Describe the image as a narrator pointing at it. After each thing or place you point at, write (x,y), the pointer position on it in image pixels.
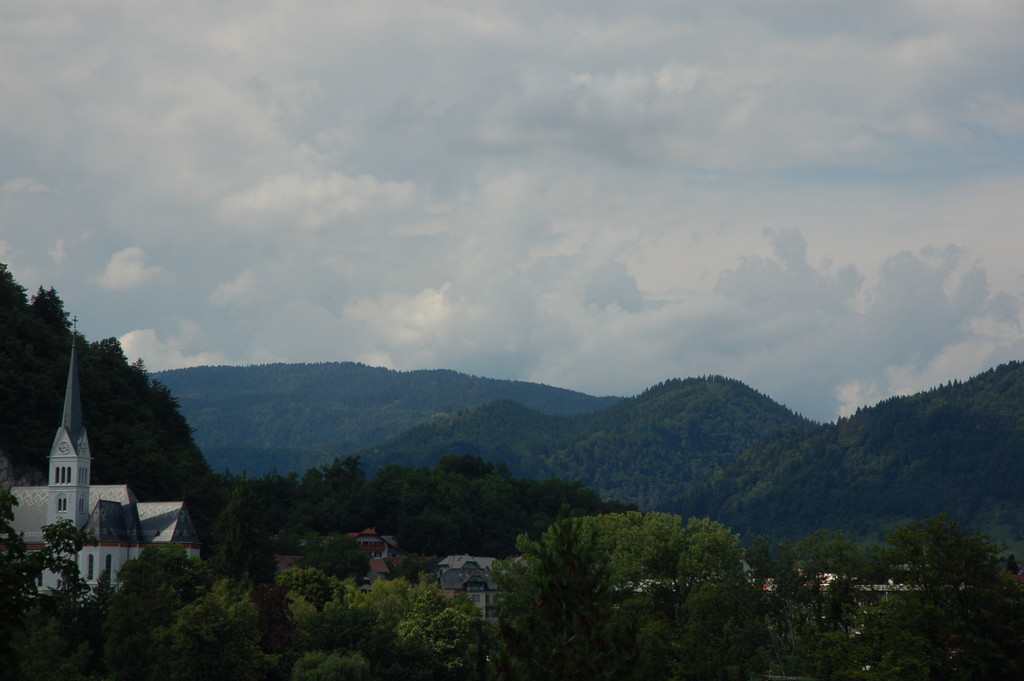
In this image I can see the building (84,555) and few houses (479,577). There are many trees (322,533) around these houses (458,571) and buildings (159,539). In the background (258,465) I can see the mountains (391,383), clouds (506,134) and the sky (648,206).
